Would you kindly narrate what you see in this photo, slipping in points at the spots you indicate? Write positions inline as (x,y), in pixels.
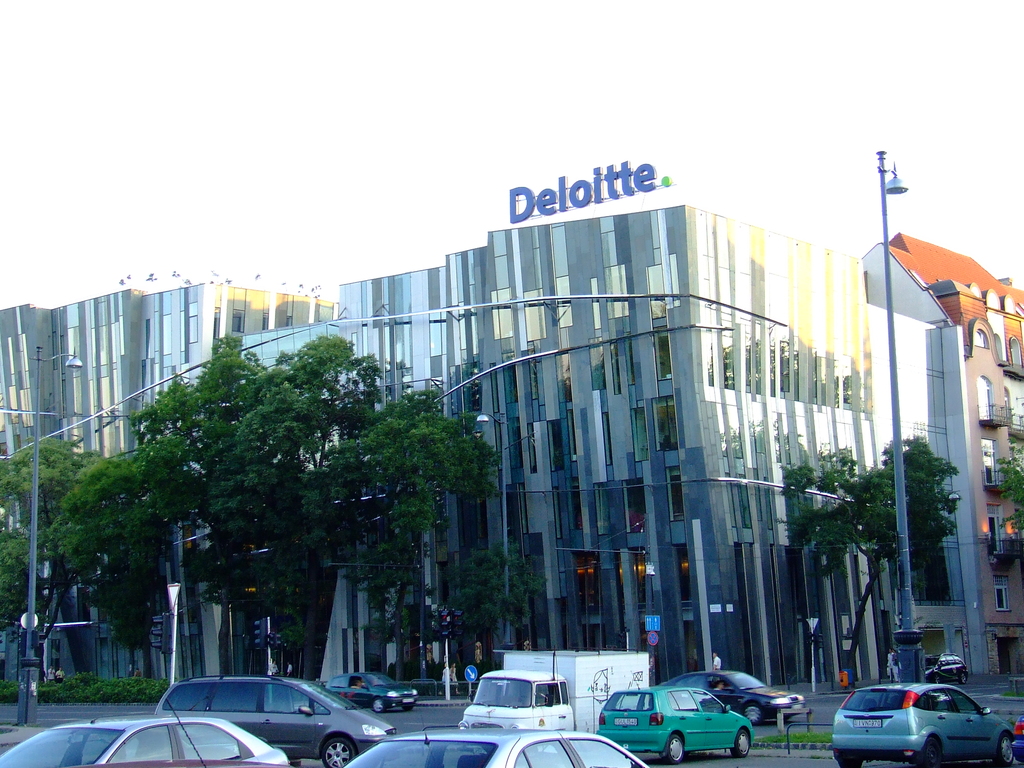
There are vehicles (680,734) on the road (701,752). In the background (449,536), there are lights (901,192) attached to the poles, there are trees (1011,473), buildings (746,293), which are having glass windows (242,319) and there is a sky (449,116).
